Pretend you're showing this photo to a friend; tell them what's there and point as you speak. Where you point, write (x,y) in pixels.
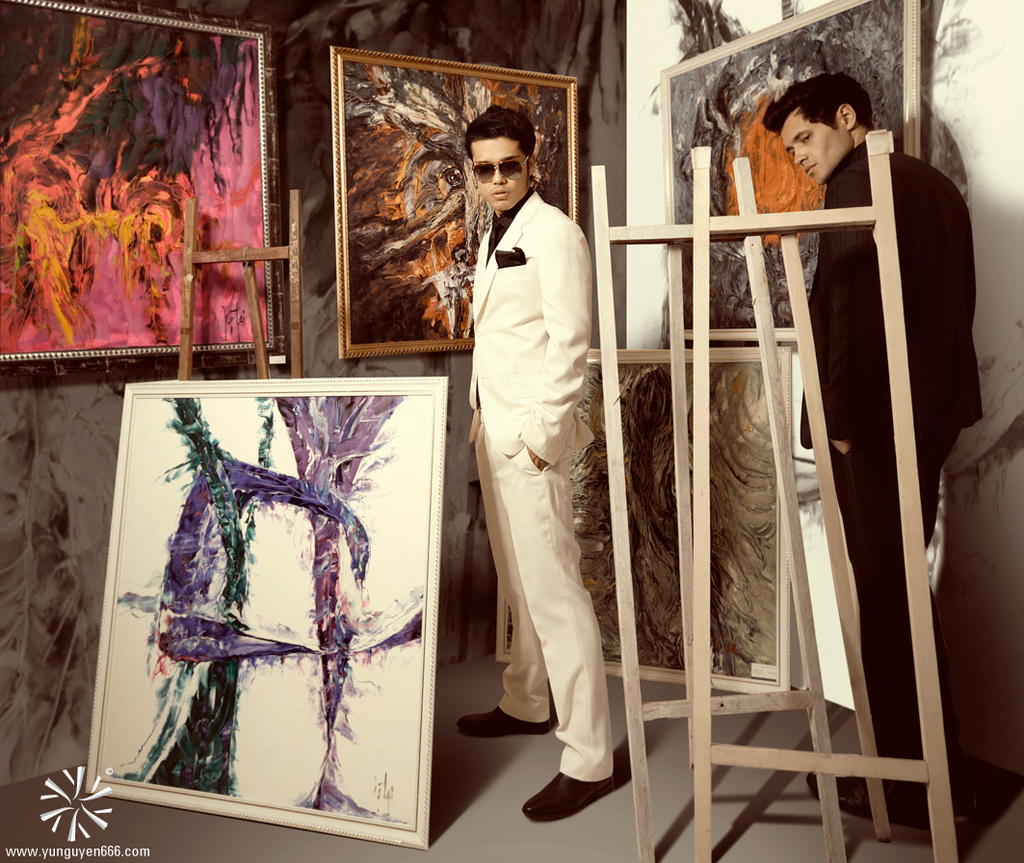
In this image we can see two men (841,144) standing on the floor (593,847). There are wooden stands (699,499) and frames (628,409) on the floor (634,847). In the background (169,345) we can see frames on the wall (47,754). At the bottom of the image (101,844) we can see something is written on it.
